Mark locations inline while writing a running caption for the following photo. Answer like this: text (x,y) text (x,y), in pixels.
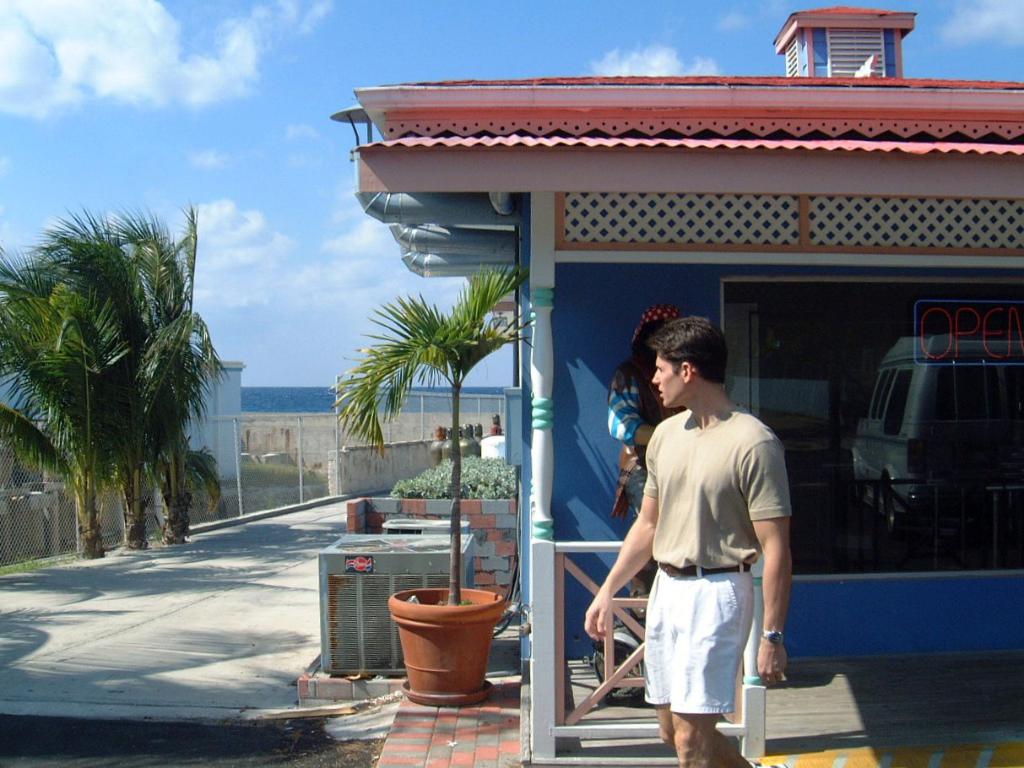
In this picture we can see two people (719,442) where a man (777,555) wore a watch (774,638) and walking, flower pot (435,606) with a plant (457,450), trees (134,461), fence (325,491), path (233,577), houses (564,361), vehicle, pipes (402,236) and some objects (448,432) and in the background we can see the sky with clouds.
